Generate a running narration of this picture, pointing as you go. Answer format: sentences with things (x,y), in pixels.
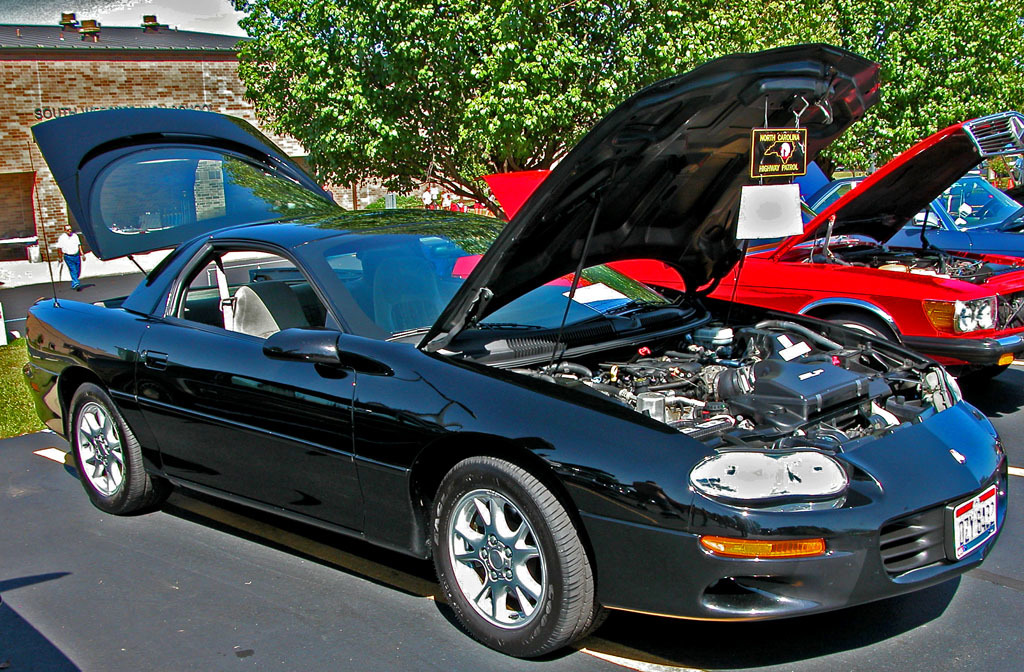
In this image we can see the cars (733,334) parked on the road (167,559). In the background (124,99) there is a building (146,42) and also trees (449,72). There is also a person (74,259) walking on the road (90,280).
